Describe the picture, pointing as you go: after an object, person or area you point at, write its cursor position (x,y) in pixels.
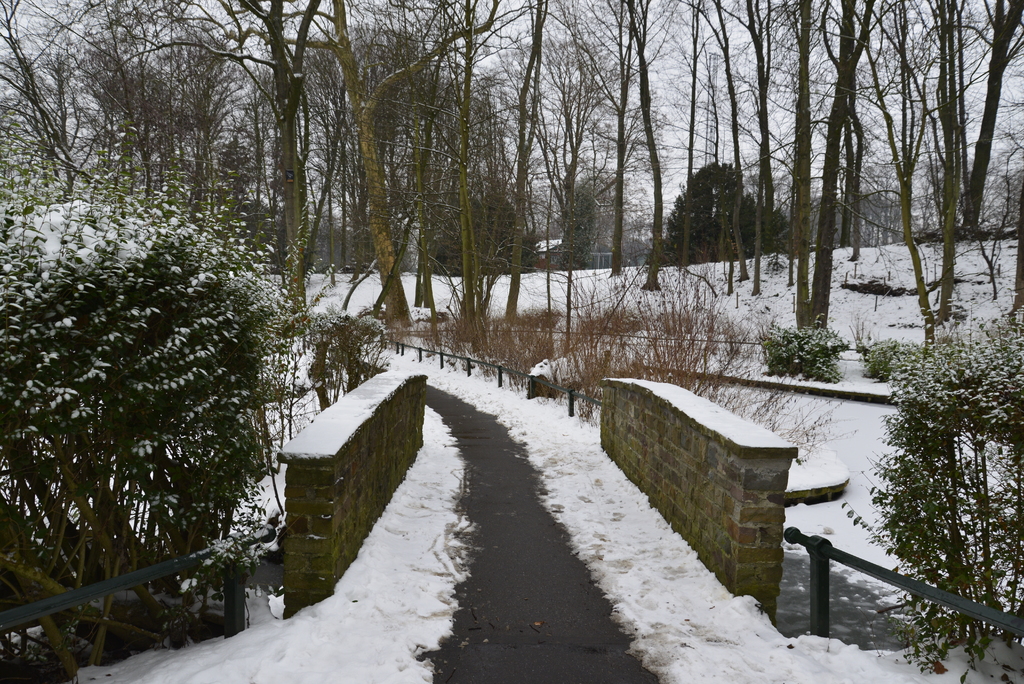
This looks like a pathway (489,519). I think this is a kind of a small bridge (402,478) with the walls (674,486). These are the trees (257,134) and bushes (358,364). This is the snow (612,478).
